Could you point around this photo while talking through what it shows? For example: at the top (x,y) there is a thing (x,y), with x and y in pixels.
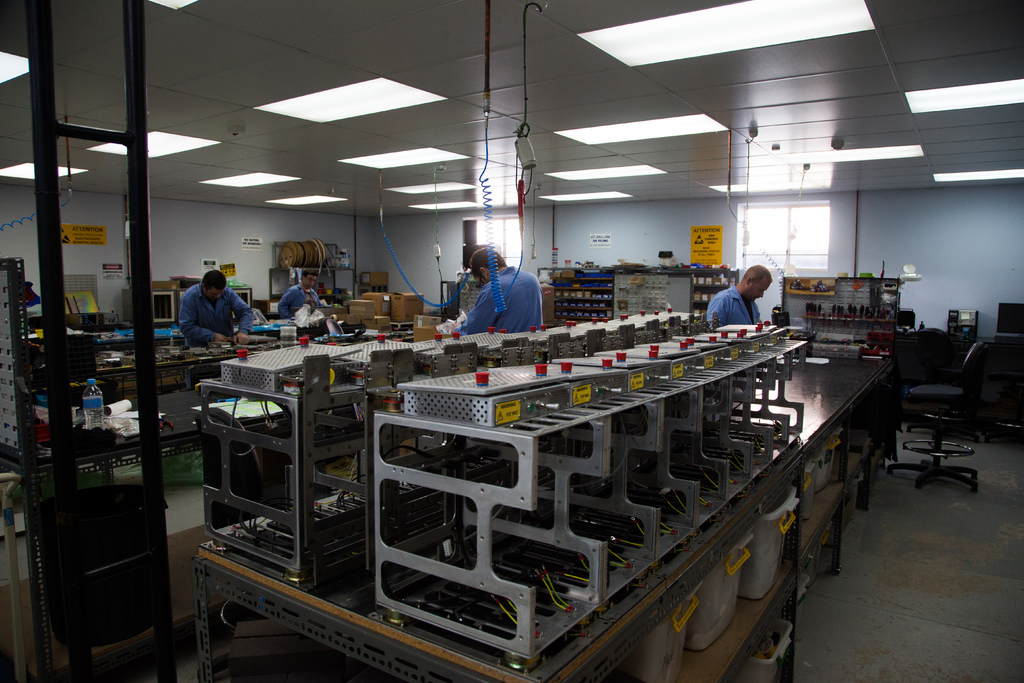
In this picture we can observe some people (509,305) standing. There is a machinery (467,429) in this room (333,382). We can observe windows (753,242) and lights (318,121) in the ceiling (355,143). In the background (228,230) there is a wall (393,222).
